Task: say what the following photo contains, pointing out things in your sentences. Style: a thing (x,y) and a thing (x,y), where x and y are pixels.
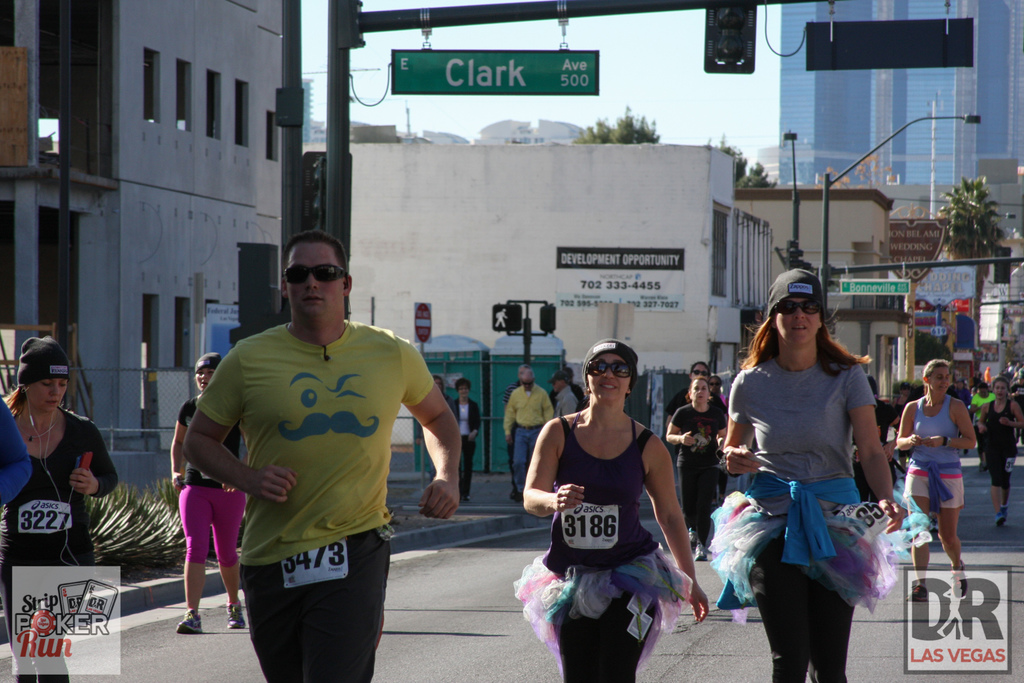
In this image in the center (363,405) there are persons (553,440) walking and running. In the background (445,294) there are buildings (745,269), poles (934,196), trees (971,202) and boards (932,252) with some text (674,302) written on it.
